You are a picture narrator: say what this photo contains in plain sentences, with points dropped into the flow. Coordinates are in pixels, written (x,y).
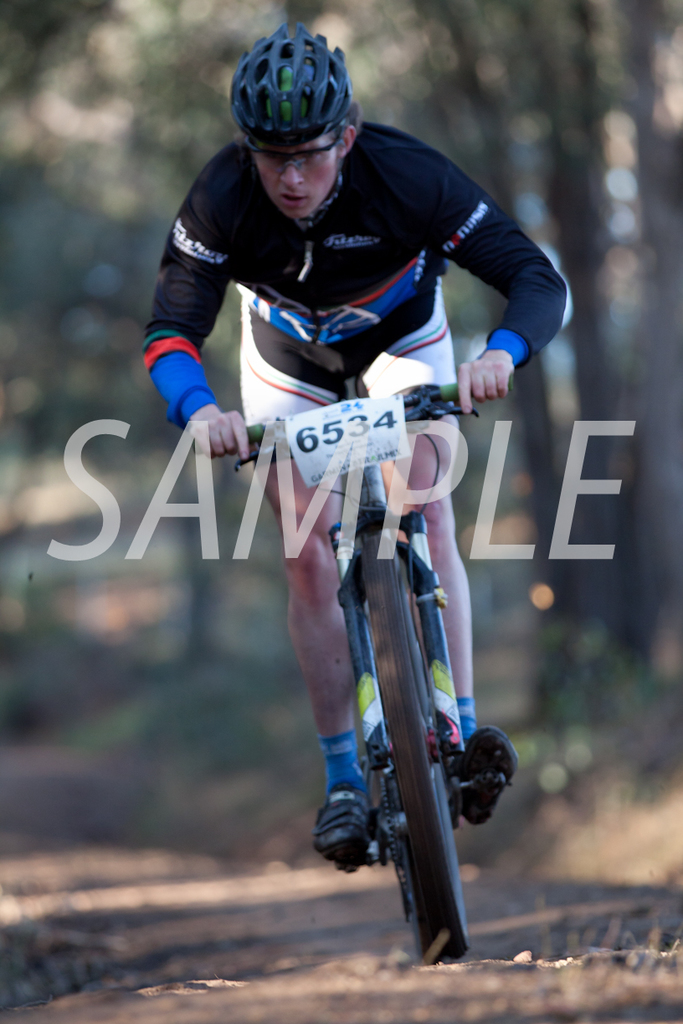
In the image there is a man (215,251) in sports dress (309,323) and helmet (287,94) riding bicycle (408,760), behind there are trees (583,135).
